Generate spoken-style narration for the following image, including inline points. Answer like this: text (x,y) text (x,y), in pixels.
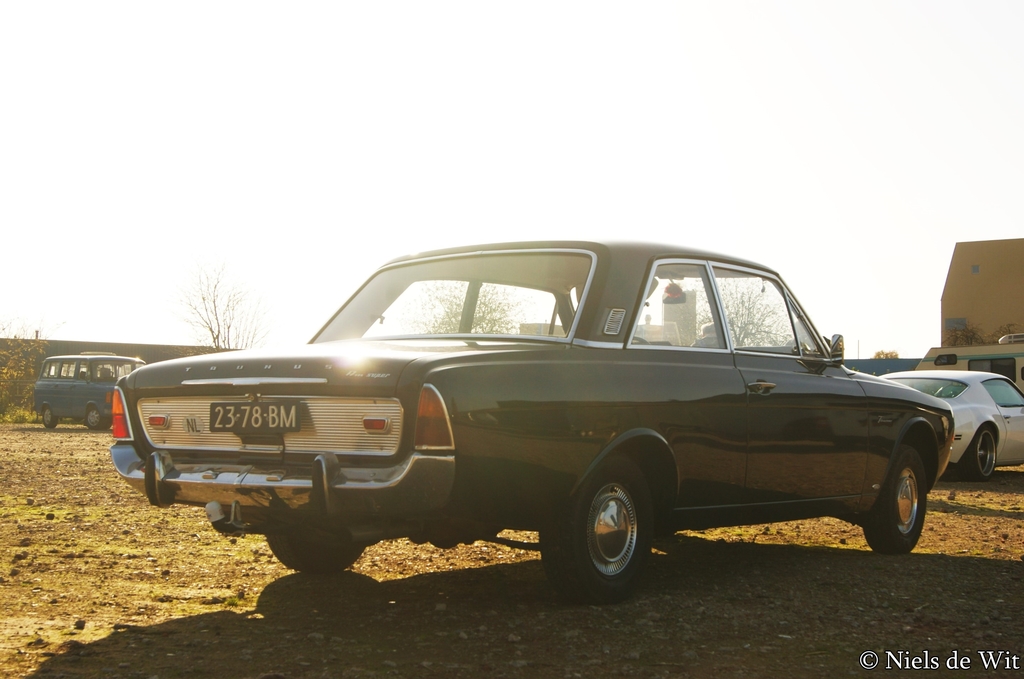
In this image I can see an open ground (151,534) and on it I can see few vehicles (833,403). In the background (982,306) I can see few trees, few buildings (954,299) and I can also see shadows (901,632) on the ground (285,566). On the bottom right side of this image (901,660) I can see a watermark (997,667).
